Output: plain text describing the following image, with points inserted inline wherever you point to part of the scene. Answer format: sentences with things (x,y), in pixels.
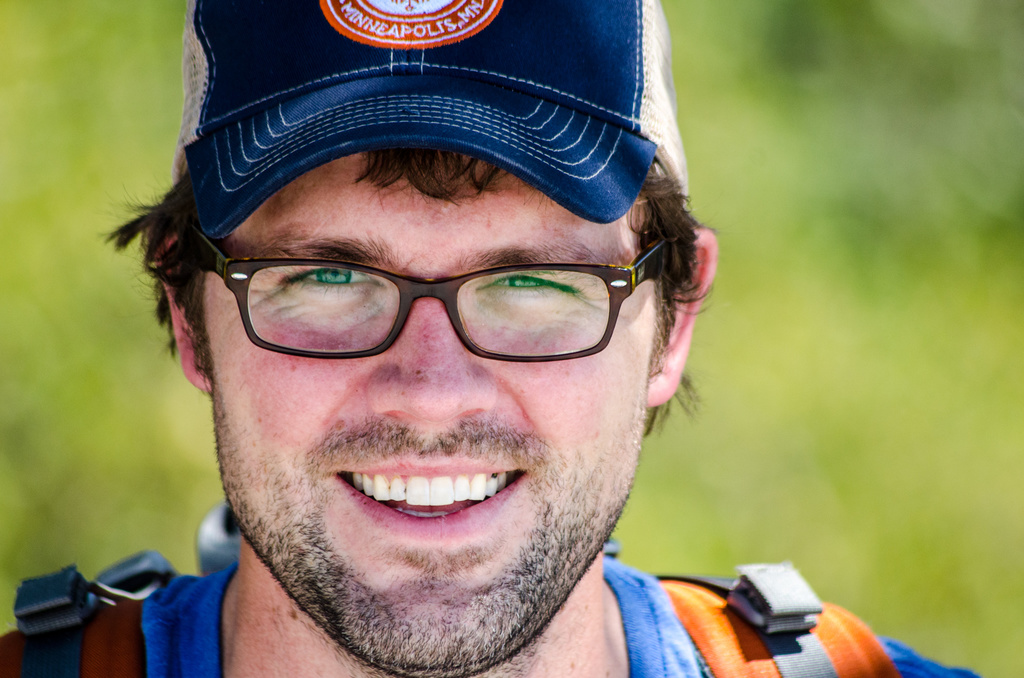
Here I can see a man (460,602) wearing a cap (219,103) on the head (670,211), spectacles (317,291) and smiling by looking at the picture. The background (860,483) is blurred.
